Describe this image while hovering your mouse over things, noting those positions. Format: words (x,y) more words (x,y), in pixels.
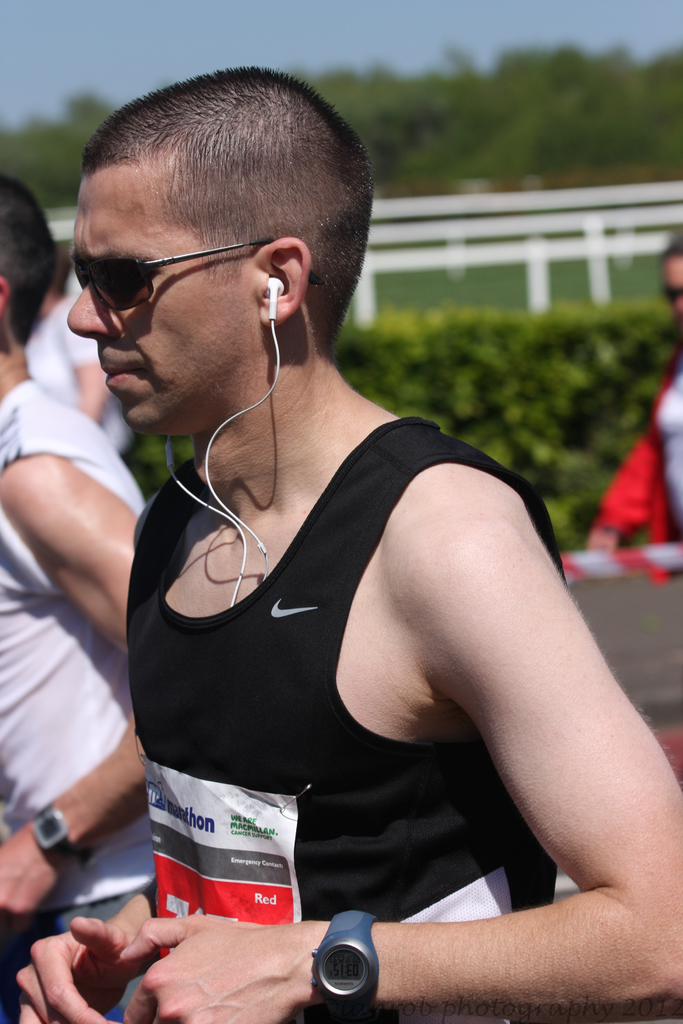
In this image there are persons (185,514) running. The man (241,637) in the center (230,671) is wearing a black colour cloth (260,745) and in the background (457,76) there are trees (459,86).
